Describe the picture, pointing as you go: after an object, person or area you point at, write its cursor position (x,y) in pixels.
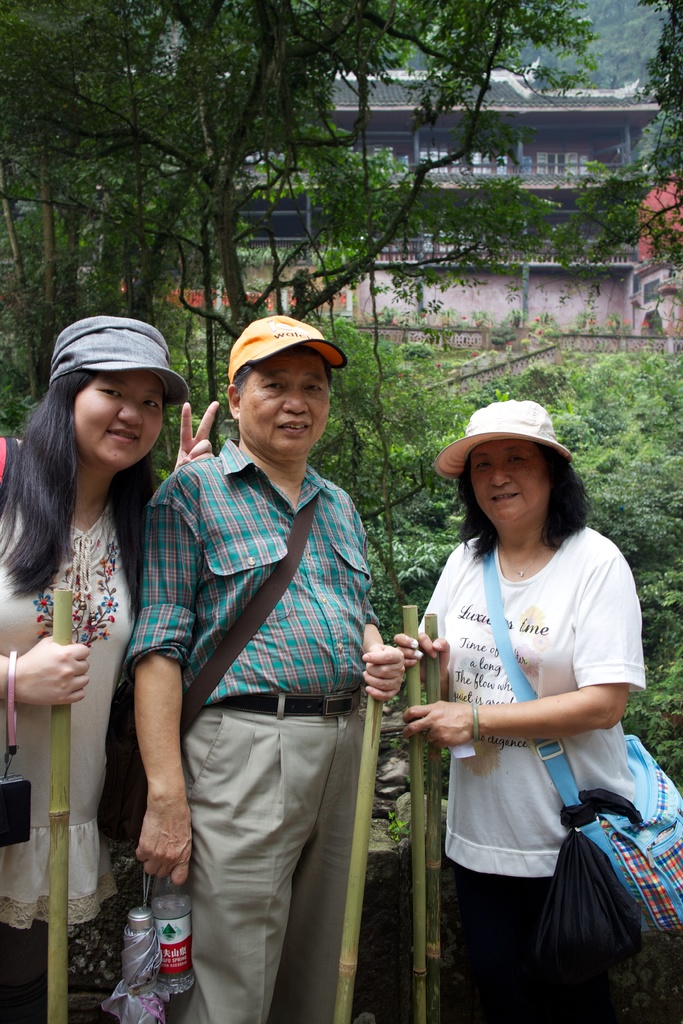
In the image we can see a man (320,576) and two women (497,673) standing, wearing clothes (472,608), cap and they are smiling. They are carrying bags (216,681) and holding a stick (430,754) in their hands (443,740). Here we can see trees (243,107), the building (516,121) and plants (596,393).
